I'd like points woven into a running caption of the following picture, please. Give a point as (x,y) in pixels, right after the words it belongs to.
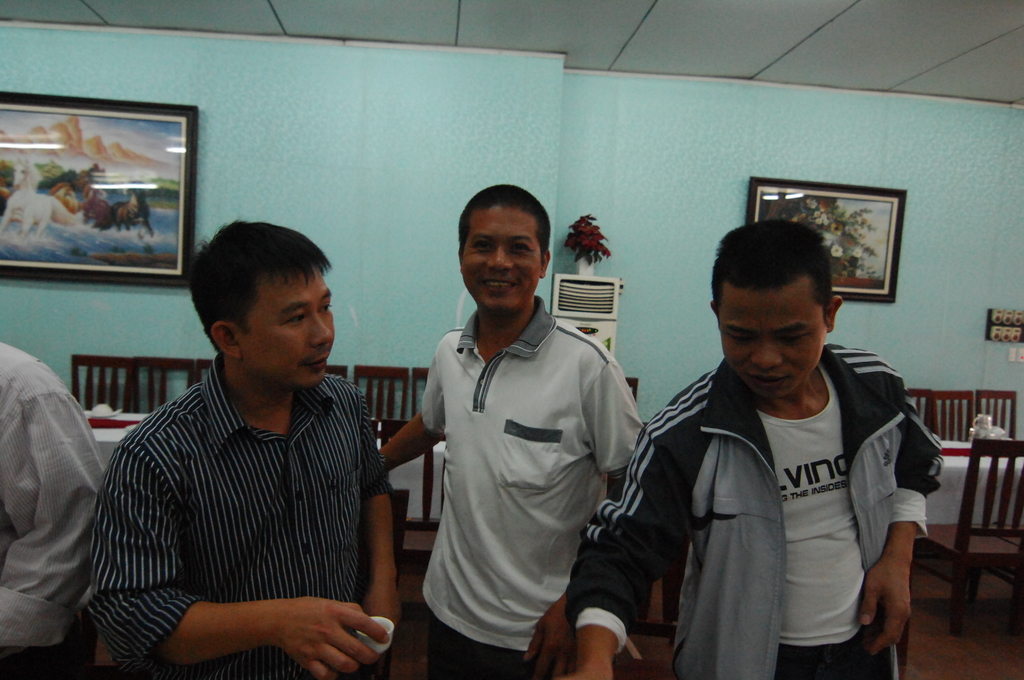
In the center of the image (500,296) we can see four people (466,603) are standing. Among them, we can see one person (382,603) is holding an object (390,627). In the background (447,217) there is a wall (524,135), frames (102,175), chairs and a few other objects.
